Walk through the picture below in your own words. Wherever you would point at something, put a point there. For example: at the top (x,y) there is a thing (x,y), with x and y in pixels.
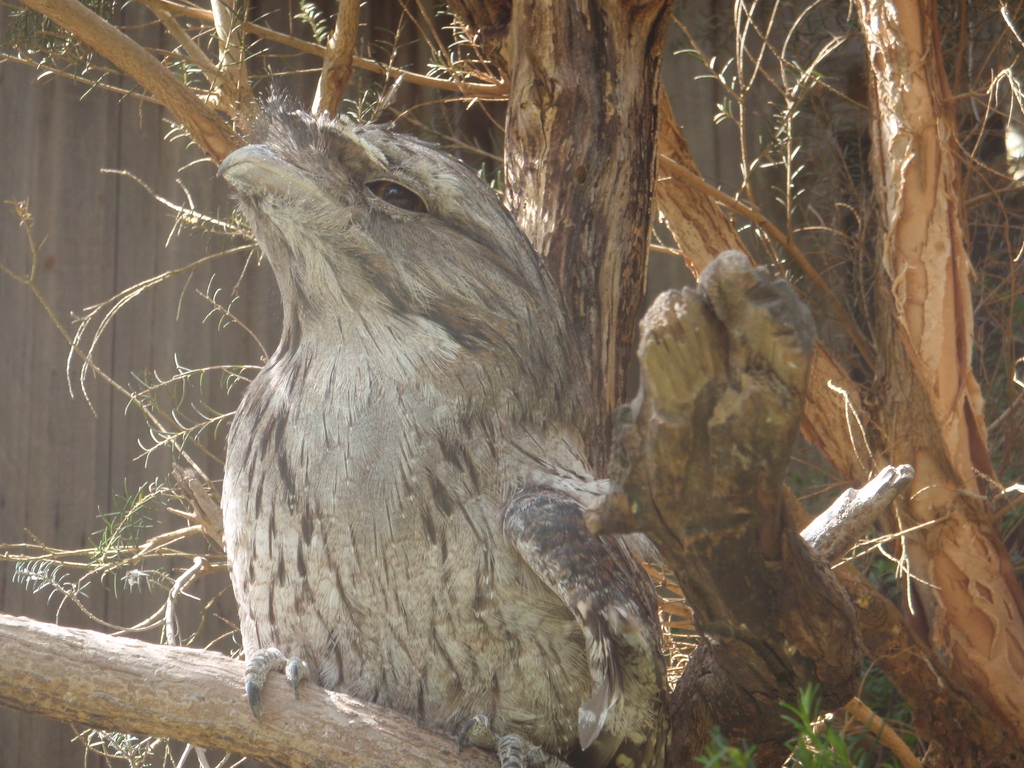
In the given image i can see a bird (615,749), trunks (563,274) of the tree (717,723) and plant (817,743).
